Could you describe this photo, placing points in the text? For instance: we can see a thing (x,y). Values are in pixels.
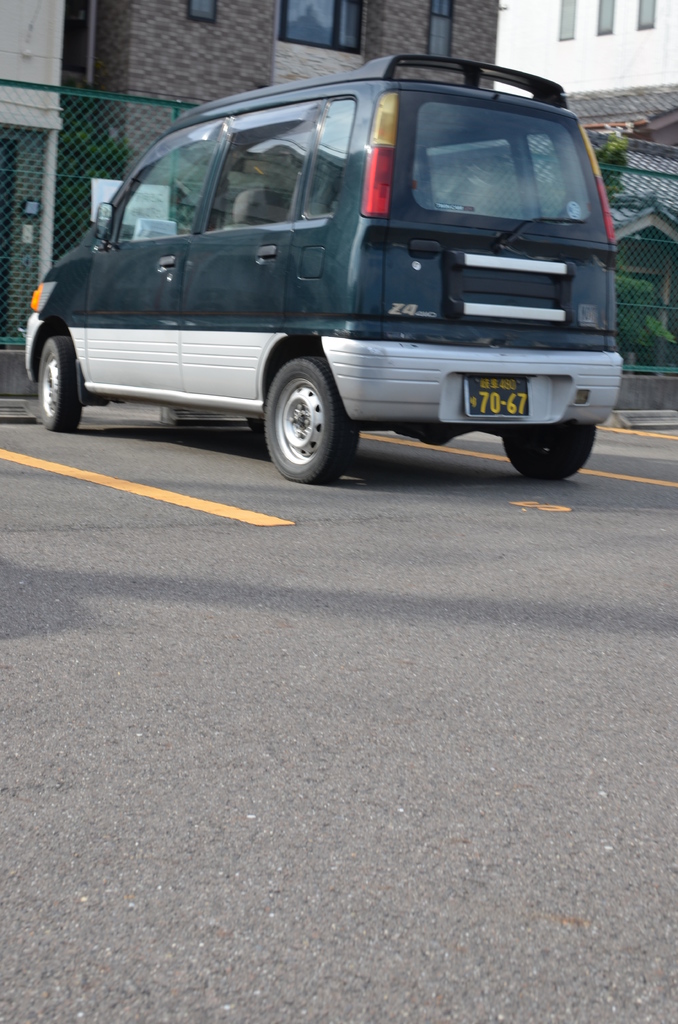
Here I can see a car (267,292) on the road (302,777). Behind the car (185,248) there is a net fencing (50,157). In the background (178,59), I can see few buildings (244,41).
